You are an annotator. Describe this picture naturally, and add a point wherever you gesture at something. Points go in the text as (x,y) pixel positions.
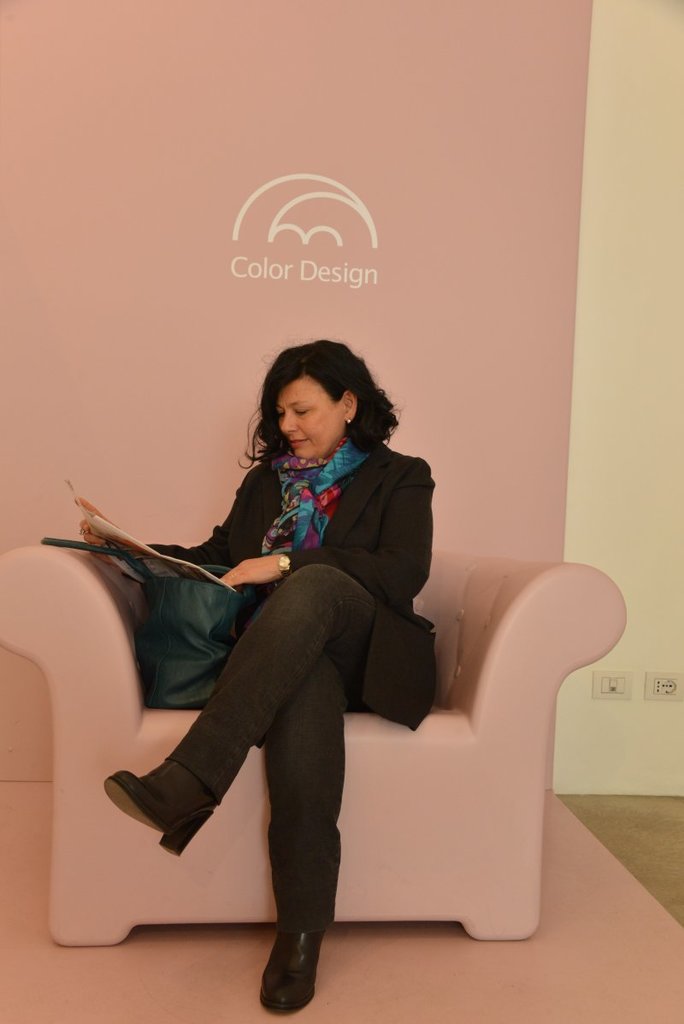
In this picture there is a woman (198,755) sitting on the couch (535,746), she is reading a book (134,544) and smiling.
